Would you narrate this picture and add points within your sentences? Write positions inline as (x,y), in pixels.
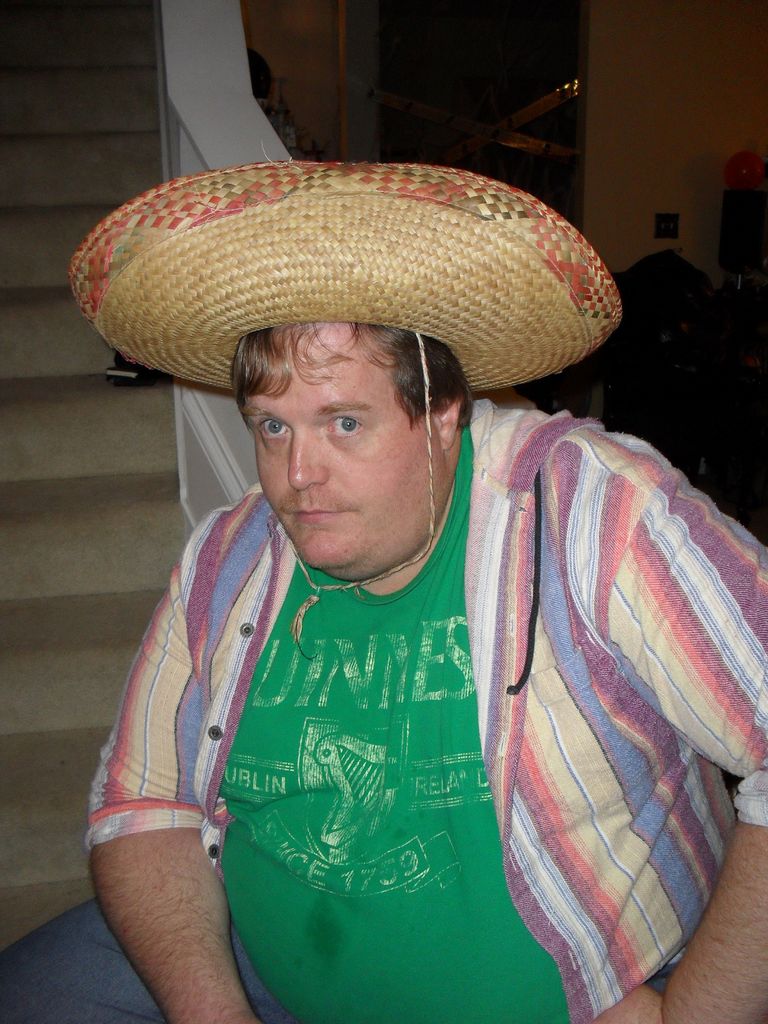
In this picture I can observe a man (333,685). He is wearing green color T shirt (328,759) and a shirt (188,652). There is a hat (276,320) on his head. On the left side (20,359) I can observe stairs (59,121). In the background (658,78) there is a wall (619,153).
